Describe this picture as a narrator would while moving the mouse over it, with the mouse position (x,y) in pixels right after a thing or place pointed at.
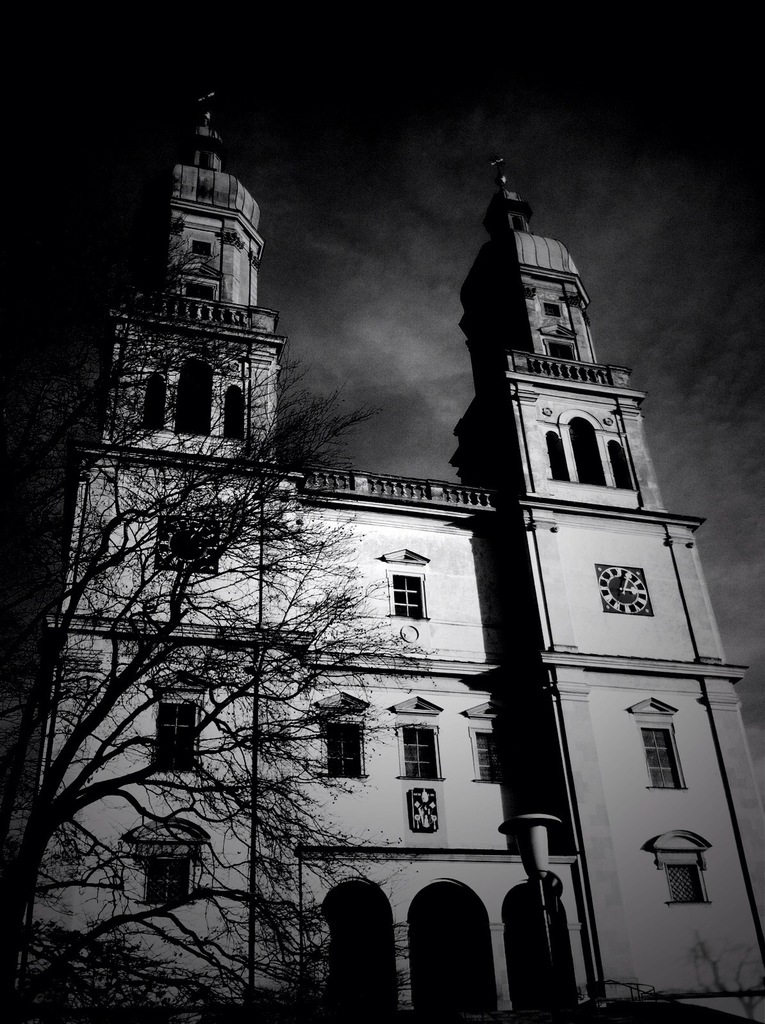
This picture is in black and white. In the center (356,635), there is a castle (333,528). Before it, there is a tree (29,694).
